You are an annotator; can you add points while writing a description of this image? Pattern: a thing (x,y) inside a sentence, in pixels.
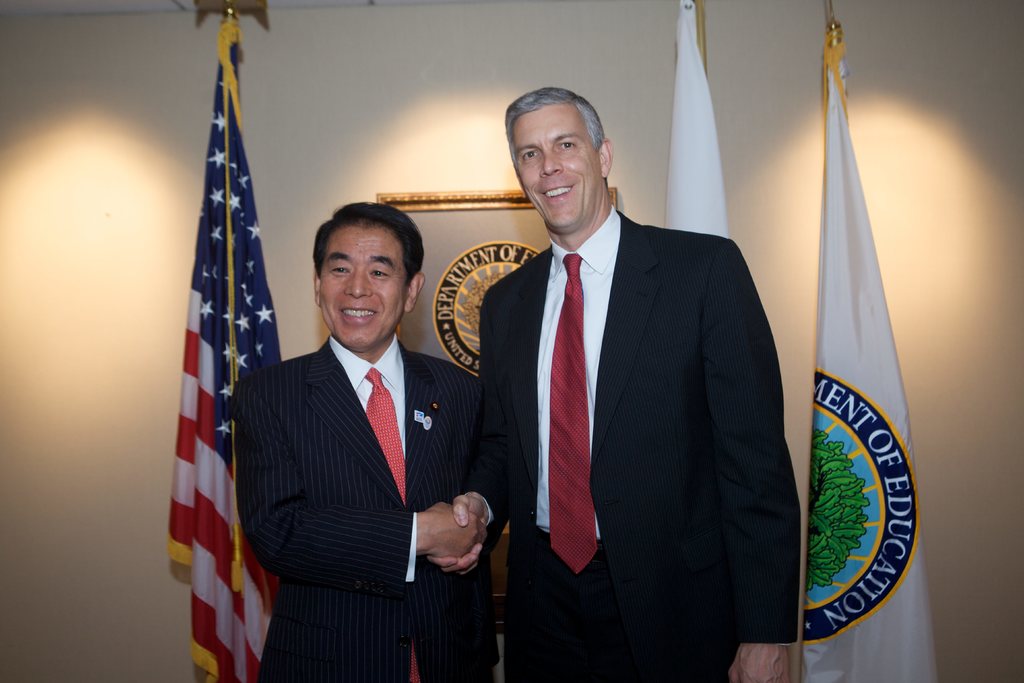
There are two persons (398,391) shaking their hands (434,519). In the back (838,323) there are flags (824,378). Also there is a wall (321,192). On that there is a logo (455,303).
